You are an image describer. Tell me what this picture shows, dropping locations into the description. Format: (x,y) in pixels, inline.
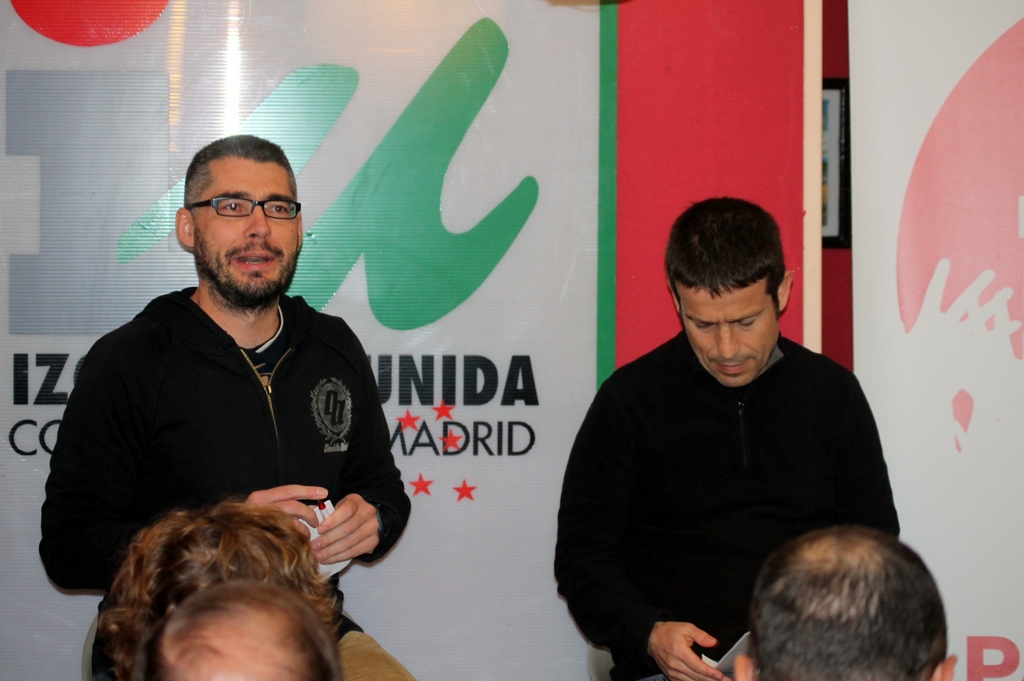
In the picture we can see two men (362,462) are sitting and they are in black jackets (358,411) and holding something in the hands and in front of them, we can see some people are sitting and behind them we can see a banner (537,66) with a logo (43,200) on it.
